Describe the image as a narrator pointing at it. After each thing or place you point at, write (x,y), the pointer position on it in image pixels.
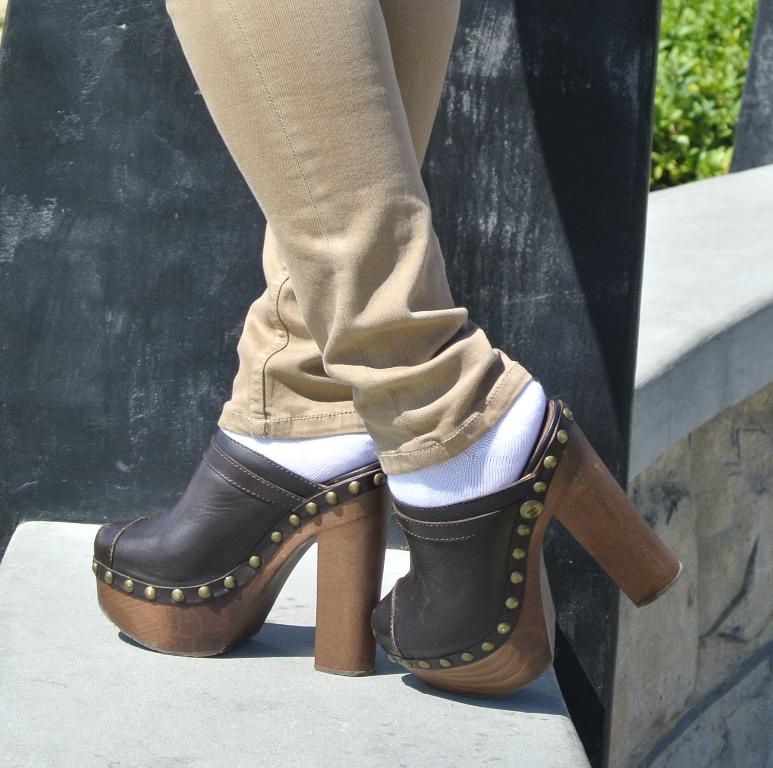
In this image, we can see the legs (216,36) of a person (393,56). We can see the ground (339,693). We can see a black colored object (469,269). We can also see some grass (717,150).
